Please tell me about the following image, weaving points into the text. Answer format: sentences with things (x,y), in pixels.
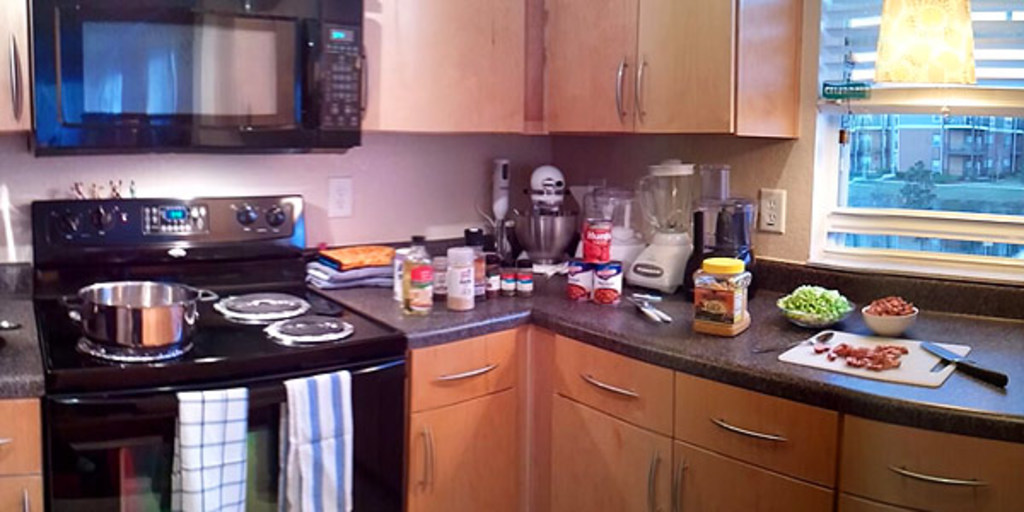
In this image I can see the bowl (135,327) on the stove (279,319). To the side of the stove (241,334) I can see containers (473,281), mixer jars (664,266), bowls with vegetables (804,311), chopping board (920,358), knife (949,358) and many objects (657,321) on the counter top (680,359). In the background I can see the microwave oven (187,88) and the cupboards (527,75). To the right (859,187) I can see the window (850,196). Through the window (832,189) I can see the tree (916,188) and the building (882,154).
